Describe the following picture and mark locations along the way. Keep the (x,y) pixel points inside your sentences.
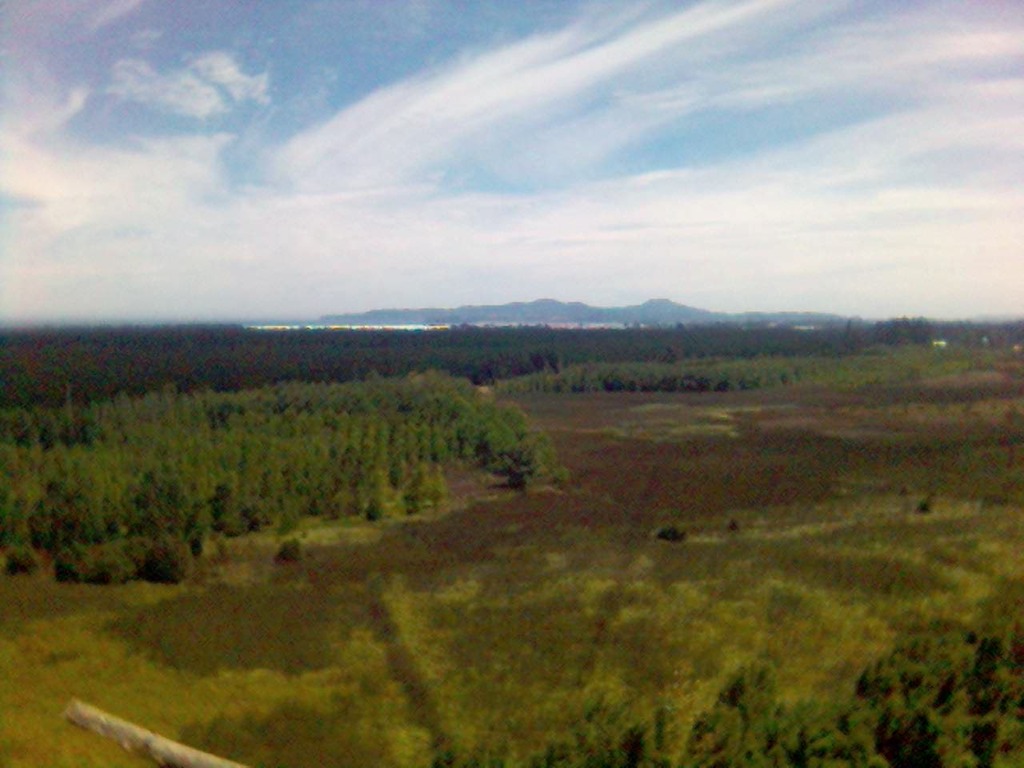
This is picture of a open land (452,675) where we can see grass (382,625), many trees (415,360), mountains (515,305), water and few clouds (586,195) in the sky (258,166).
